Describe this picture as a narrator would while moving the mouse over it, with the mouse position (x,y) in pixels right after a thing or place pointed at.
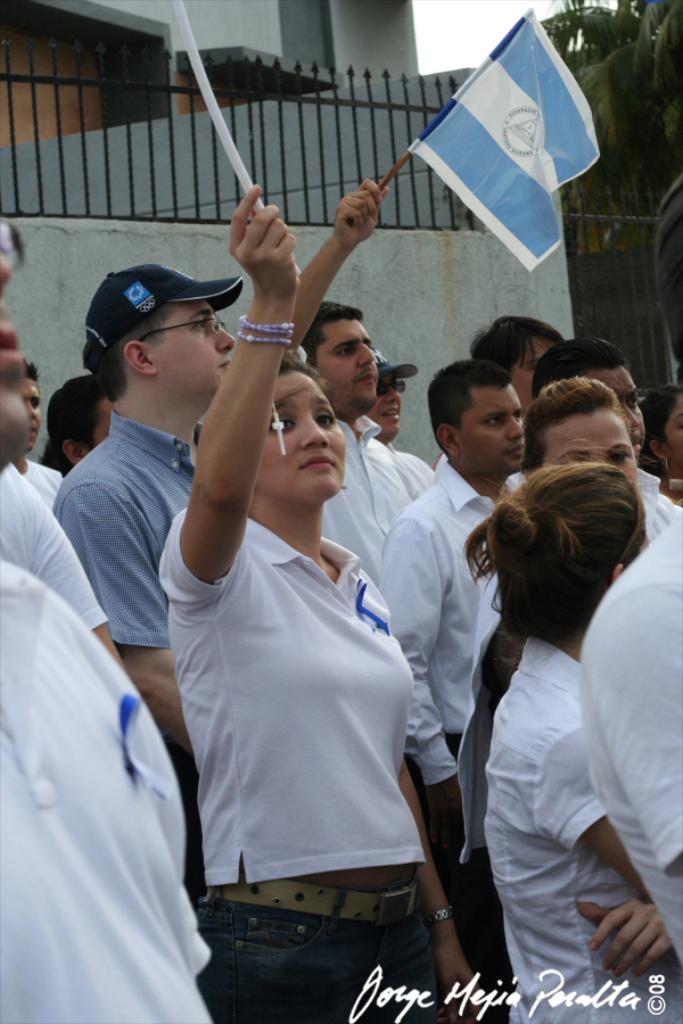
In the center of the image (309,673) we can see woman (291,711) standing with the flag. ON the right side of the image (582,822) we can see a group of persons (576,780). In the background (497,299) there is a wall (87,240), fencing (254,167), building (160,173), tree (606,73) and sky (486,28).
